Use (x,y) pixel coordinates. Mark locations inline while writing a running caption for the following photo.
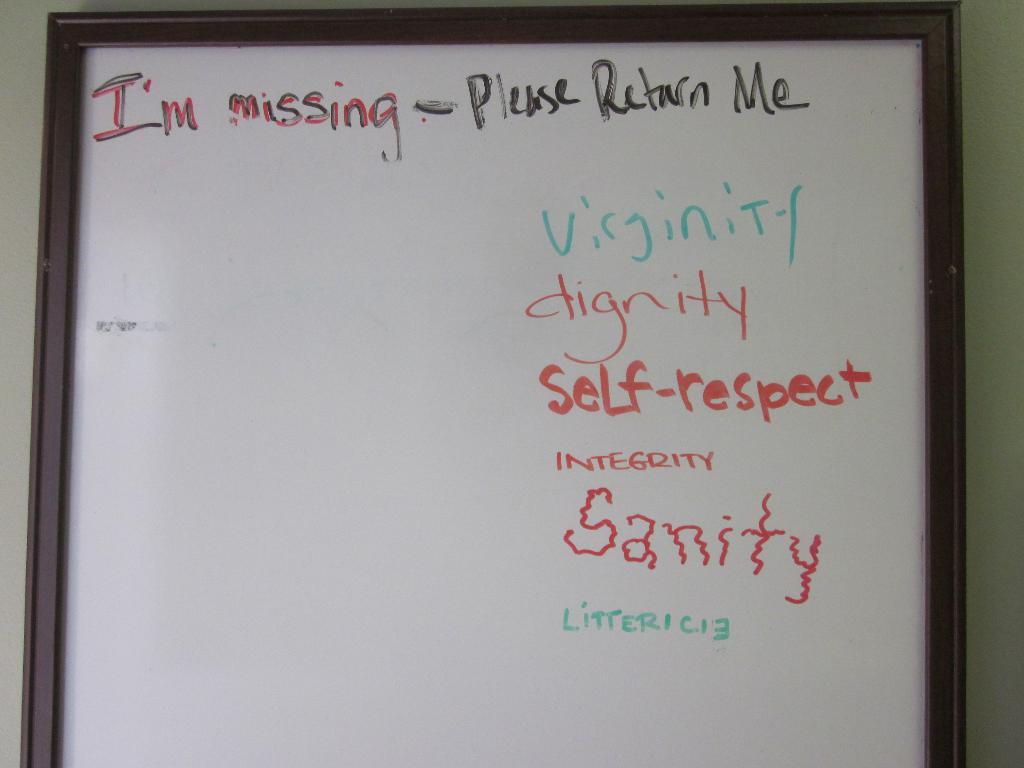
In this image we can see there is some text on the frame (638,432), which is hanging on the wall (984,676).
